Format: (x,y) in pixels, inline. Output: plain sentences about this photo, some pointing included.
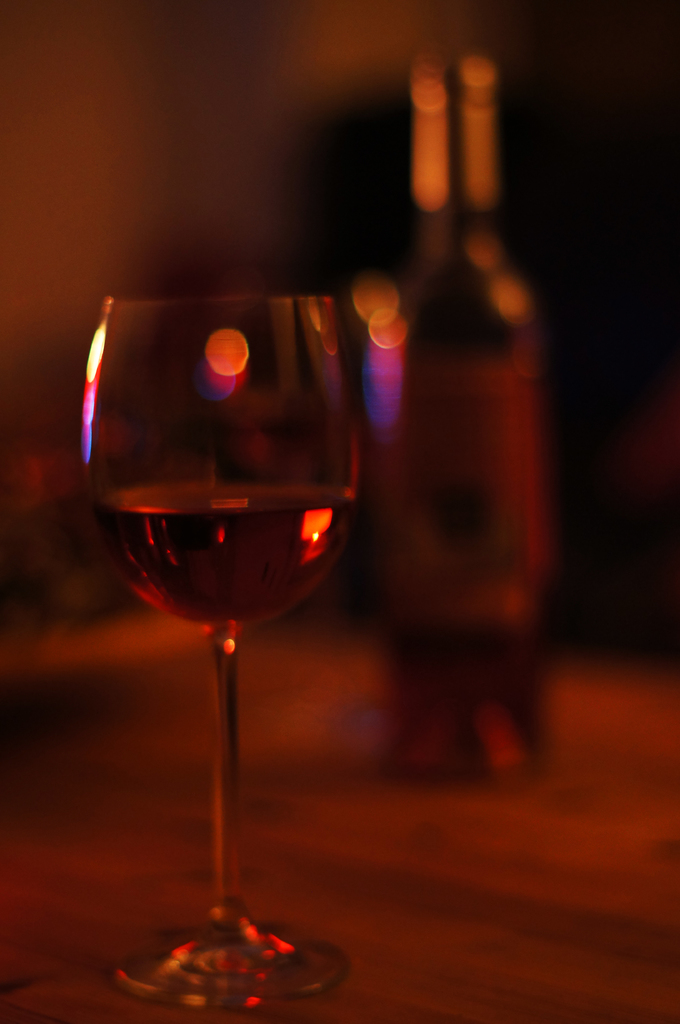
In this image, on the left side (226,361), we can see a glass (198,364) with some drink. On the right side (499,691), we can see a bottle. In the background (363,249), we can see black color.
